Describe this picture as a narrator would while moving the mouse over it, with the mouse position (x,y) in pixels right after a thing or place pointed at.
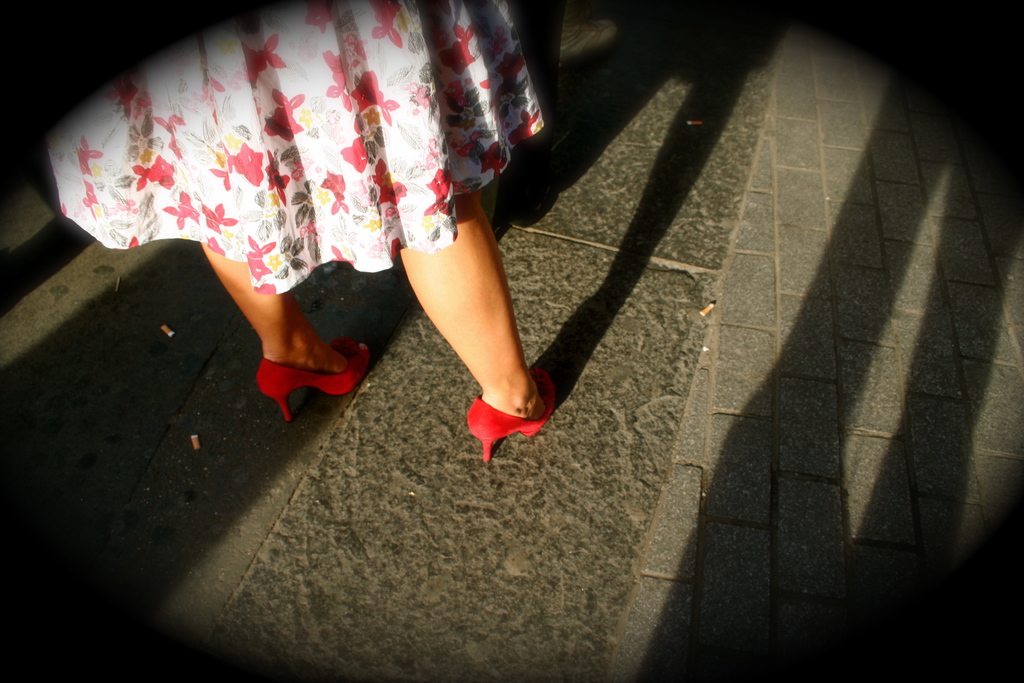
In this picture we can see a person (184,128) standing and shadows (872,552) on the ground (168,274).
